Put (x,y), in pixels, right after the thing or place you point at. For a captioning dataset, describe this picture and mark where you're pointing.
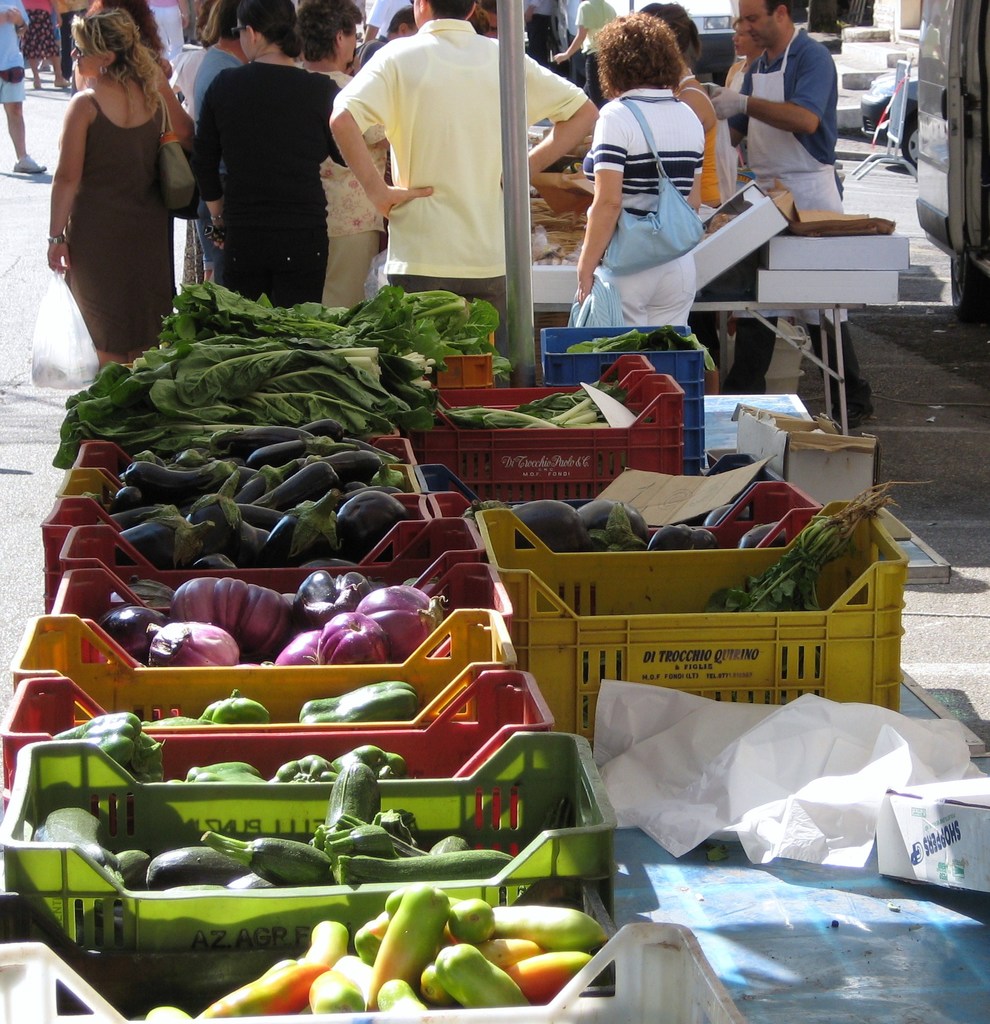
In this image I can see at the bottom (295,989) there are vegetables (547,944) in the trays (529,612). At the top (146,156) a group of people (202,23) are standing, it looks like a market (716,493).
